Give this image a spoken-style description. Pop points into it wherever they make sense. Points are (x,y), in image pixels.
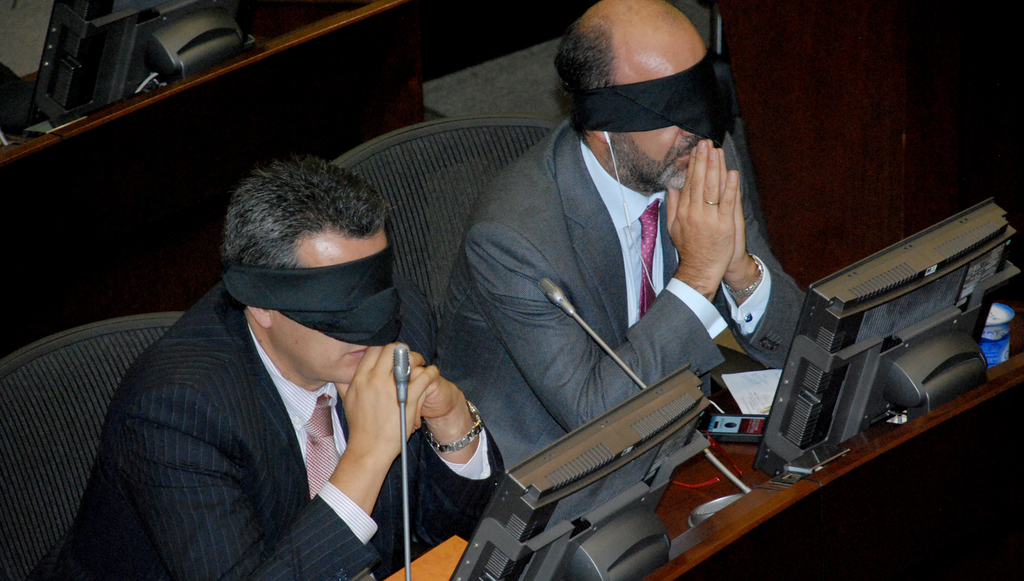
In this image we can see two men (104,438) are sitting on chairs (12,473). They are wearing suits (473,326) and black color cloth (330,280) on their eyes (628,99). In front of them, we can see monitors (865,285), mics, paper (747,396) and an object (725,434). In the top left of the image (103,89), we can see a monitor (120,31).
